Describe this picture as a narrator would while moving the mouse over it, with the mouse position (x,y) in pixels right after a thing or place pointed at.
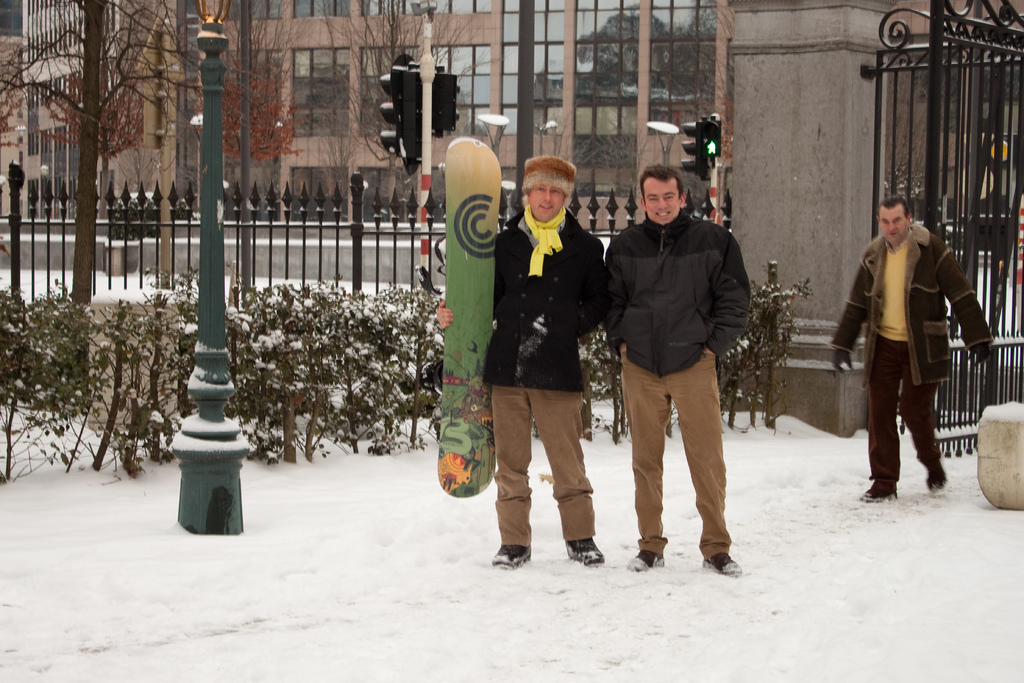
In this image I can see few persons (515,425) are standing on the snow (734,447) and a person (515,425) is holding a ski board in his hand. I can see few trees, few poles (499,130), few traffic signals (393,139), the metal gate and a building (364,71).
